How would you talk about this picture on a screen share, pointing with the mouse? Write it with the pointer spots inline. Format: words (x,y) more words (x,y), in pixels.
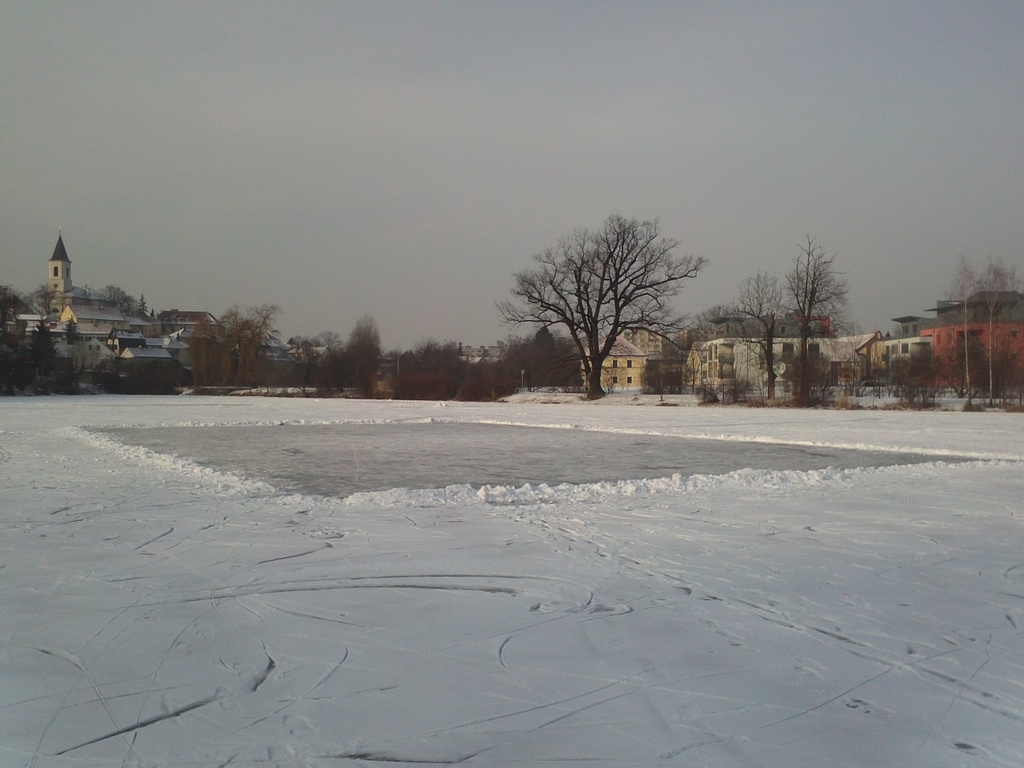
In this image we can see snow (570,628) on the ground (749,563). Also there is water (416,442). In the background (255,314) there are trees (556,350) and buildings (982,322). And there is sky (243,140).
